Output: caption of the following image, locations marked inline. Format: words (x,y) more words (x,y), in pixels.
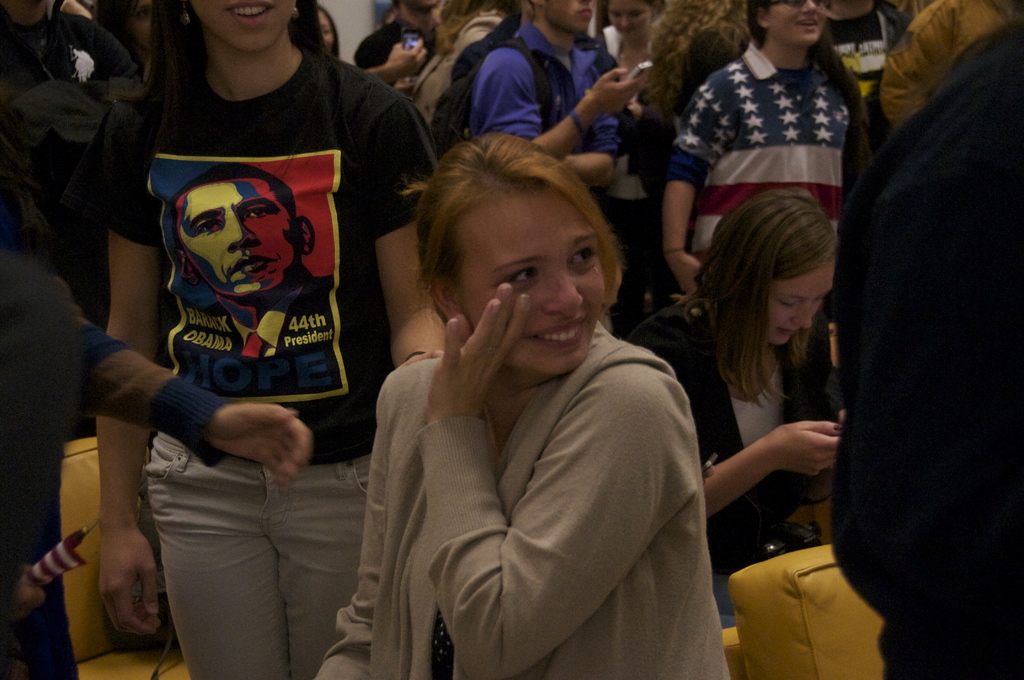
In the center of the image (551,386) we can see a woman (656,453) smiling. In the background (233,176) we can see the people (771,203) and a few people (390,31) are holding the mobile phones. We can also see the seats (94,540).
